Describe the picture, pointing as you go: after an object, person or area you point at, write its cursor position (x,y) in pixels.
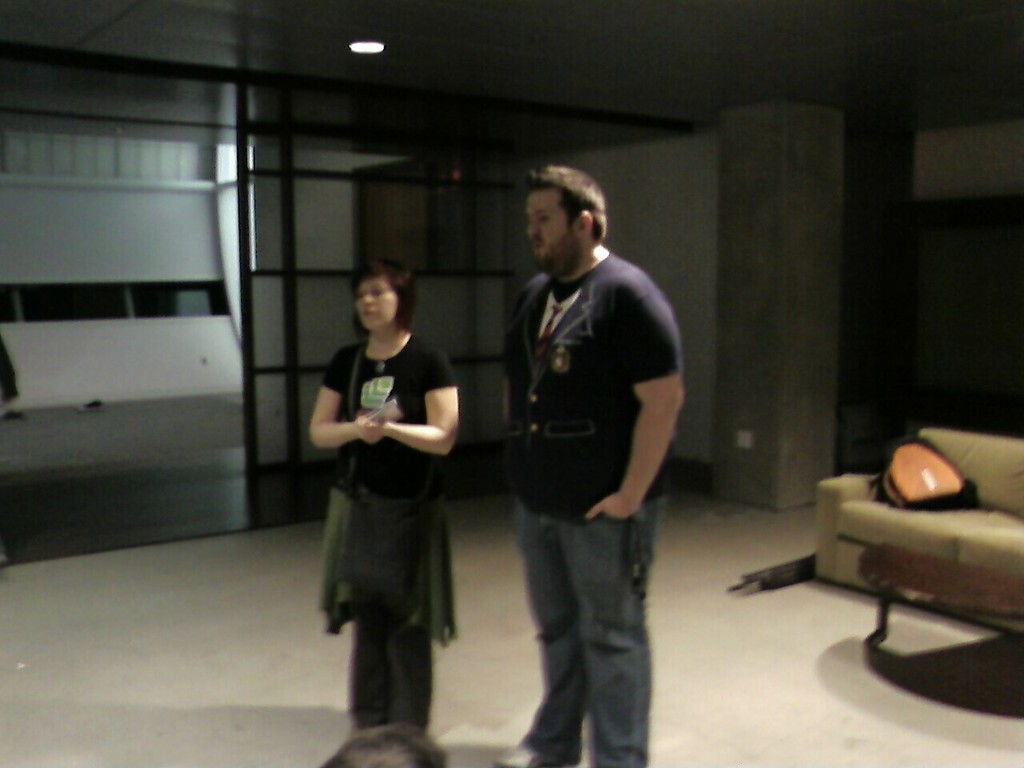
In this image, we can see a woman (356,413) and man (584,555) are standing on the surface (528,721). Woman (421,471) is holding some object (386,409). Background (717,272) we can see wall (706,300), pillars (767,245), rods (295,289), glass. Top of the image (376,52), there is a light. Right side of the image (923,523), we can see couch (949,534), table (929,564). Here there is a backpack (939,469) on the couch (857,497).
